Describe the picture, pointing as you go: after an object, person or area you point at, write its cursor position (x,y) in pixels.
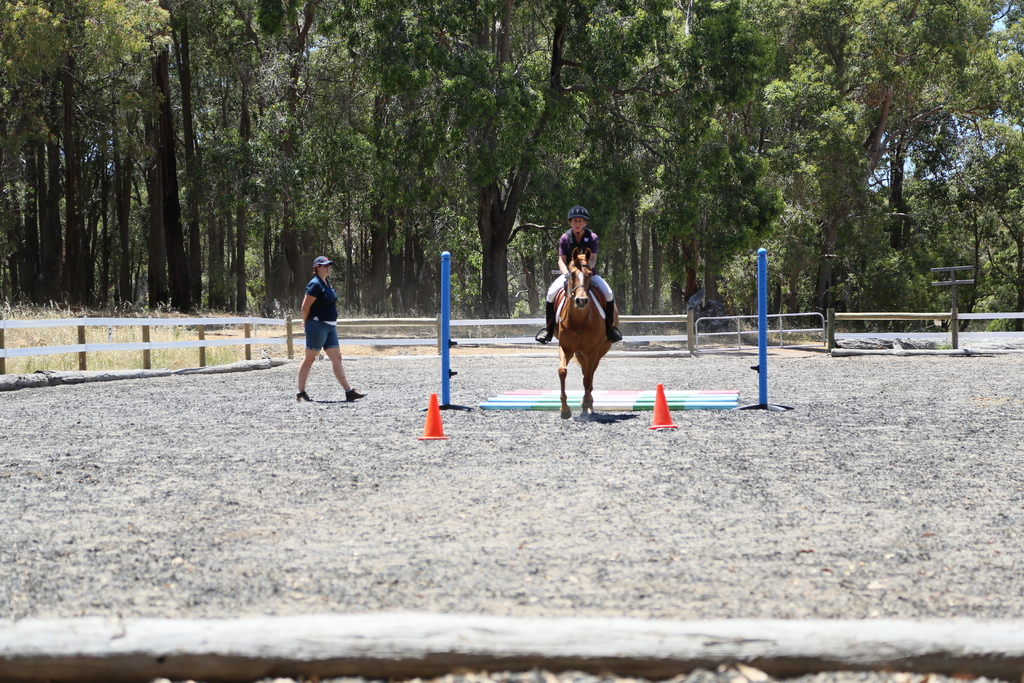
In this given picture, I can see a person (609,338) riding a horse (593,307) and towards left (331,313), I can see a person (320,320), Who is watching after that two poles (761,324) next behind this people (549,301), I can see multiple trees (636,187) and finally, I can see a small ground (39,473) which is build with boundary fence (256,339) for horse riding.
